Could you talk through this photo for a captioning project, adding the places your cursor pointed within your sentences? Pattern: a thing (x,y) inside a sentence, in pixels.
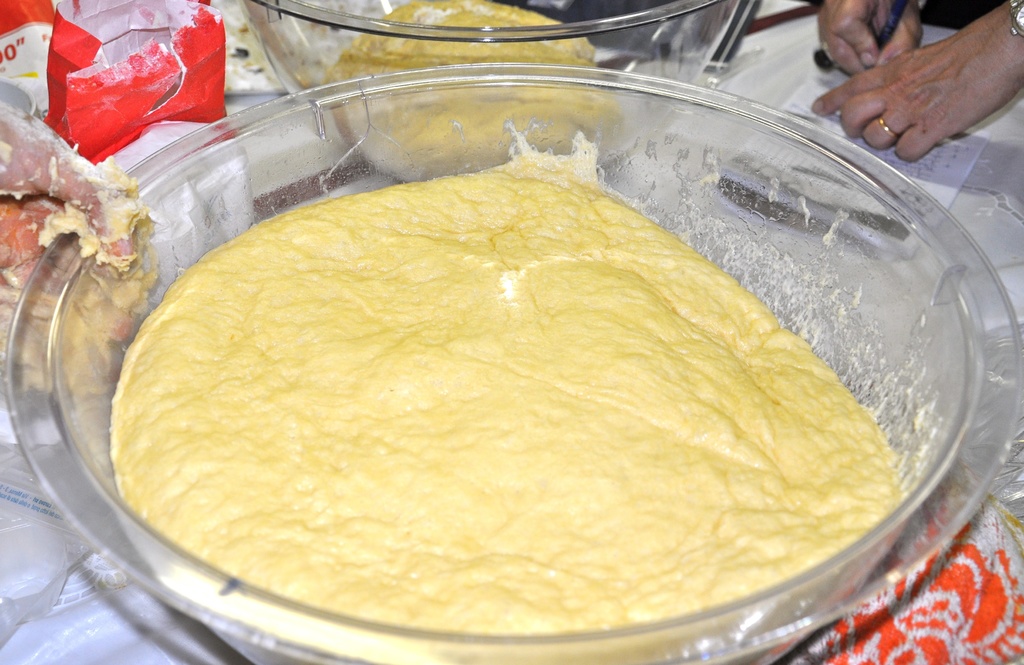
In this picture we can see some food items (490,20) in the bowls (328,53). There is a cloth (955,563) visible in the bottom right (938,635). We can see a few objects (111,68) a food item (120,175) and some objects (13,76) on the left side (100,53). We can see the hands (870,105) of a person (870,105) holding an object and a paper (950,168) on a white surface (1023,176).
